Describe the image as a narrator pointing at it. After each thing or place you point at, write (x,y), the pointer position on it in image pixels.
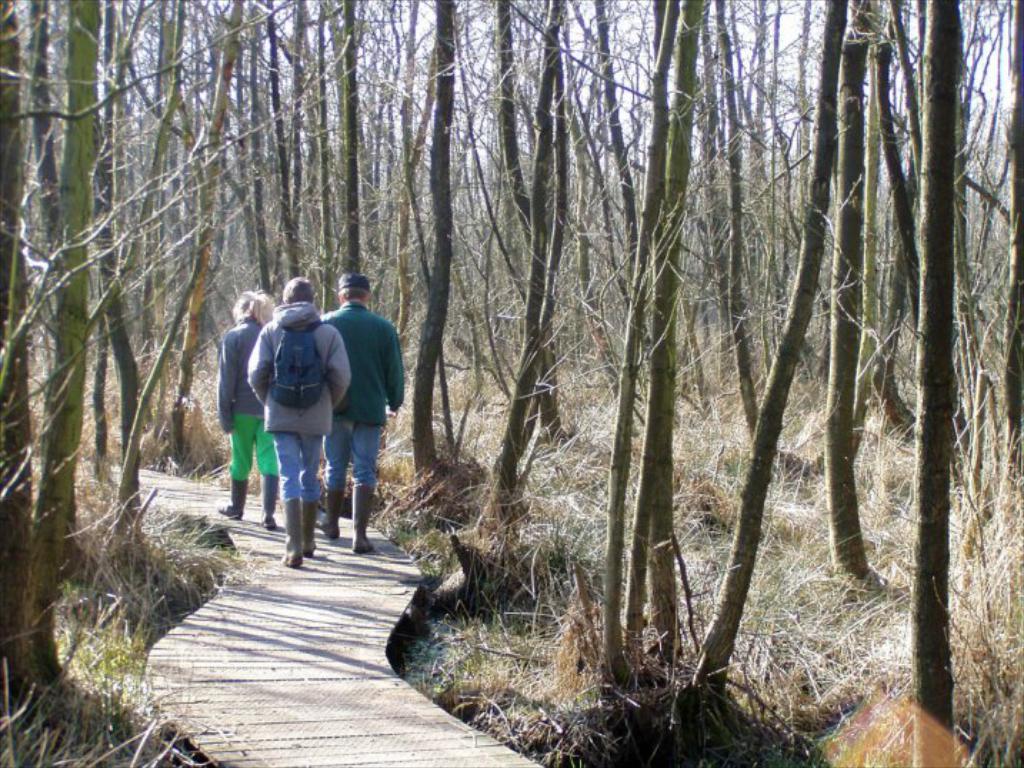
In this picture I can see few people (232,432) are walking on the path (293,610), side there are full of trees (176,171).
